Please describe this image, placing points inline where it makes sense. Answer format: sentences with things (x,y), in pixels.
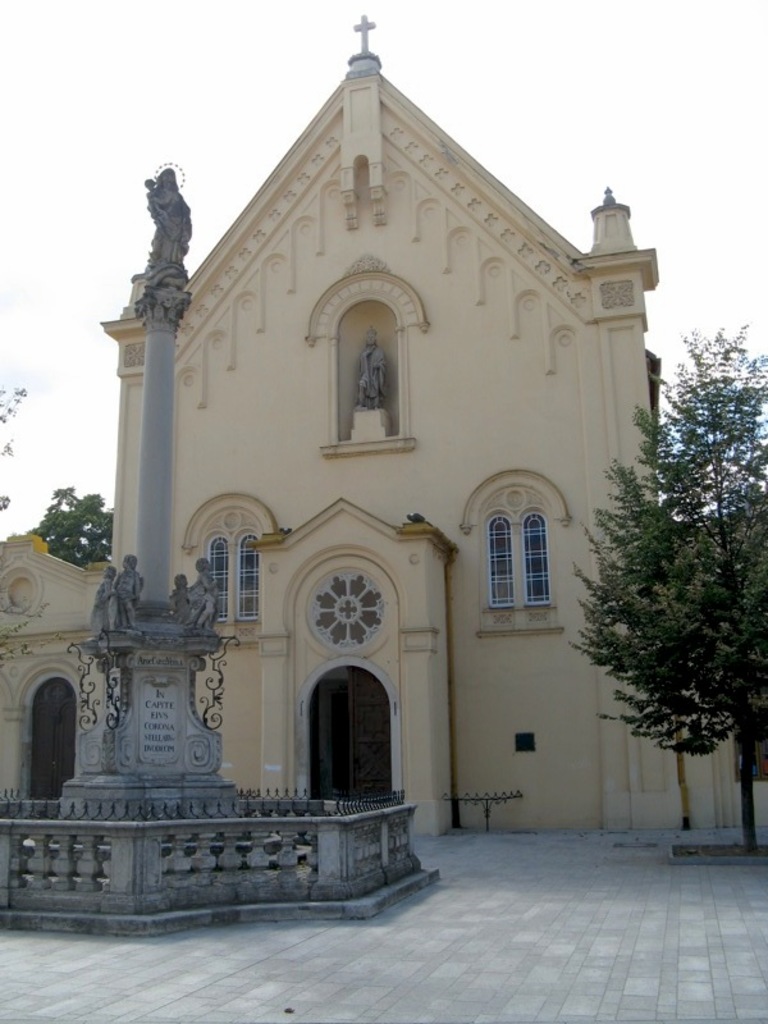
On the left side of the picture (200,750), we see the stone carved statues (131,575) and a pillar (168,371). Beside that, we see the railing (263,877). Behind that, we see a building (360,632) and it might be the church (356,471). On the right side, we see a tree (635,697). In the background (76,520), we see the trees (47,517). At the top (314,73), we see the sky (522,110).
